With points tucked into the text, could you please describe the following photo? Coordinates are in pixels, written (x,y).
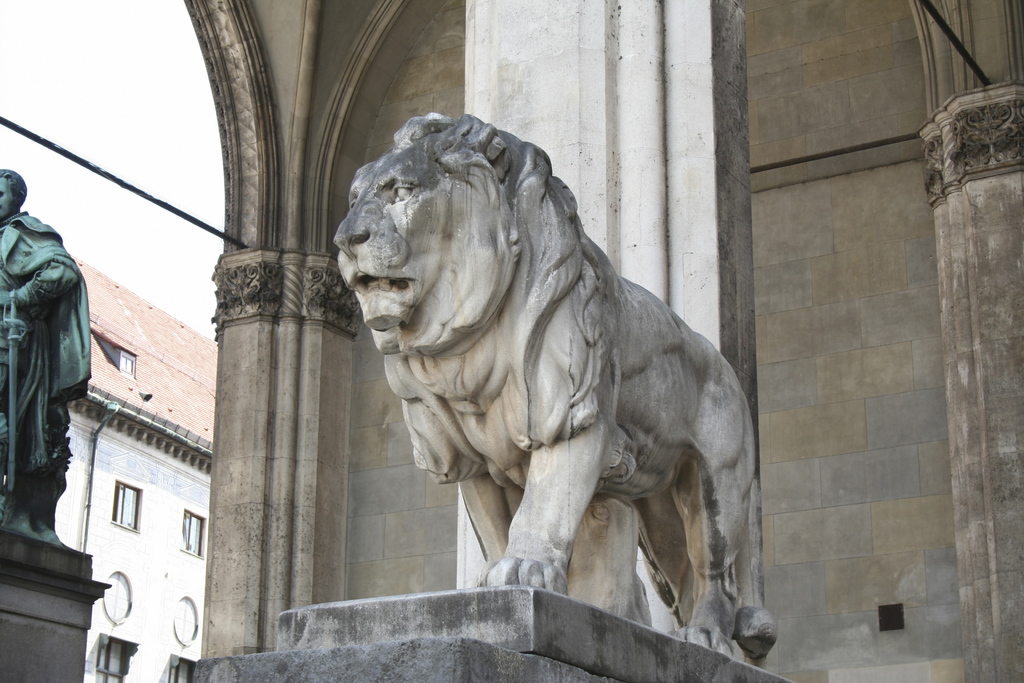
In this image there is a sculpture (587,302) of a lion (519,444) on the wall (497,620). On the left side (82,301) there is a statue (83,318). In the background (504,75) there is a wall (904,125).
